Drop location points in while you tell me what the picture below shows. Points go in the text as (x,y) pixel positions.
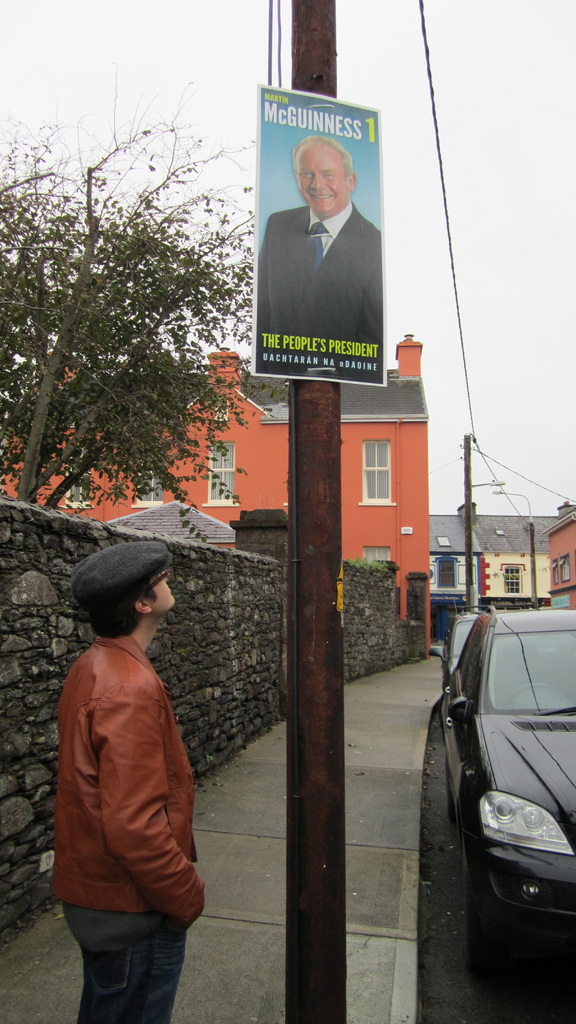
On the right side of this image (505,749) I can see two cars (454,757) on the road (454,983). Beside the road (455,924) I can see few poles (339,620) and a person (128,811) standing on the footpath (236,874) and also there is a wall (41,684). In the background (44,474), I can see few buildings (394,517) and a tree (113,317). On the top of the image (117,47) I can see the sky (128,62). Here I can see a board (317,303) which is attached to the pole (315,517).
